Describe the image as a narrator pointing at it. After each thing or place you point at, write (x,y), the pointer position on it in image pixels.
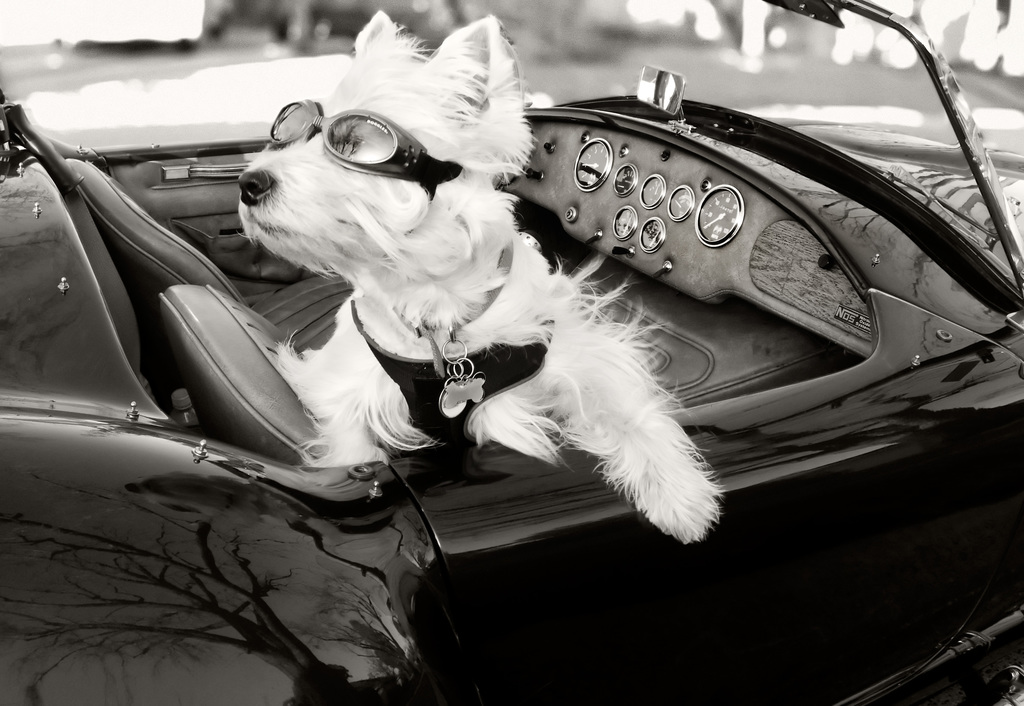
In this image i can see a dog (461,330) sitting in a car (569,500).
